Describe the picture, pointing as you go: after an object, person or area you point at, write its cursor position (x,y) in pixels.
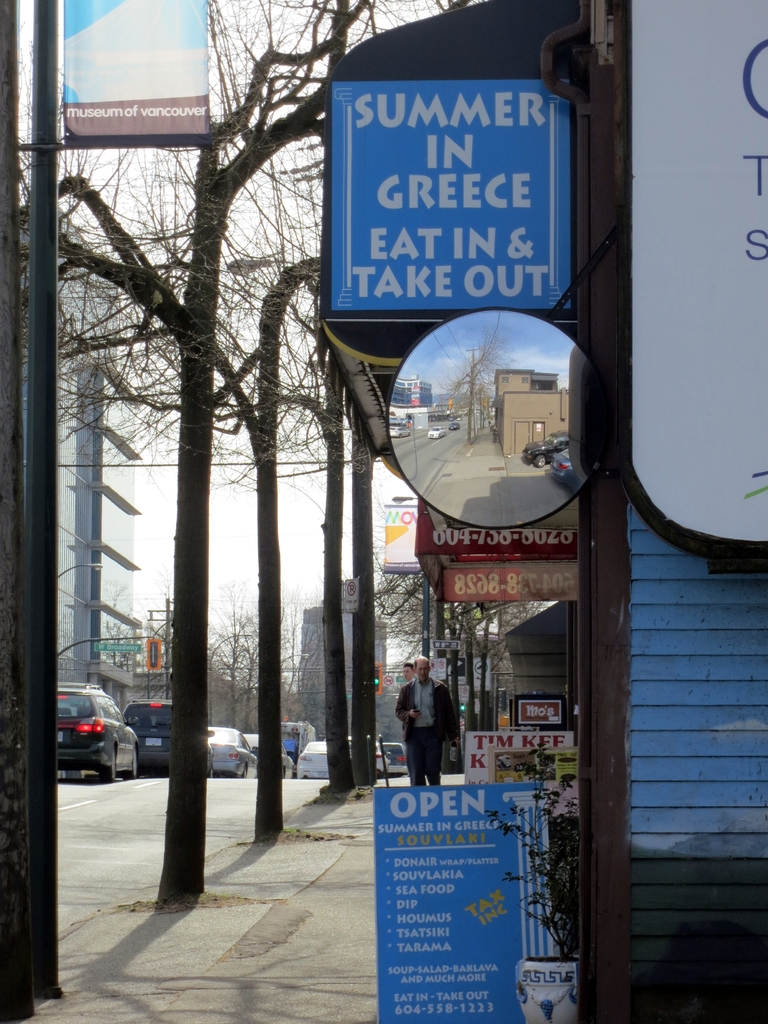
In this image there are some buildings (714,584), boards (521,886), mirror (487,402), on the boards (399,943) there is text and some plants (535,898) and there are some people (412,687) walking on a pavement (353,821) and trees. On the left side (0,623) there are trees (363,471), buildings (65,422) and vehicles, poles (55,112) and boards (97,134). On the boards (97,134) there is text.
